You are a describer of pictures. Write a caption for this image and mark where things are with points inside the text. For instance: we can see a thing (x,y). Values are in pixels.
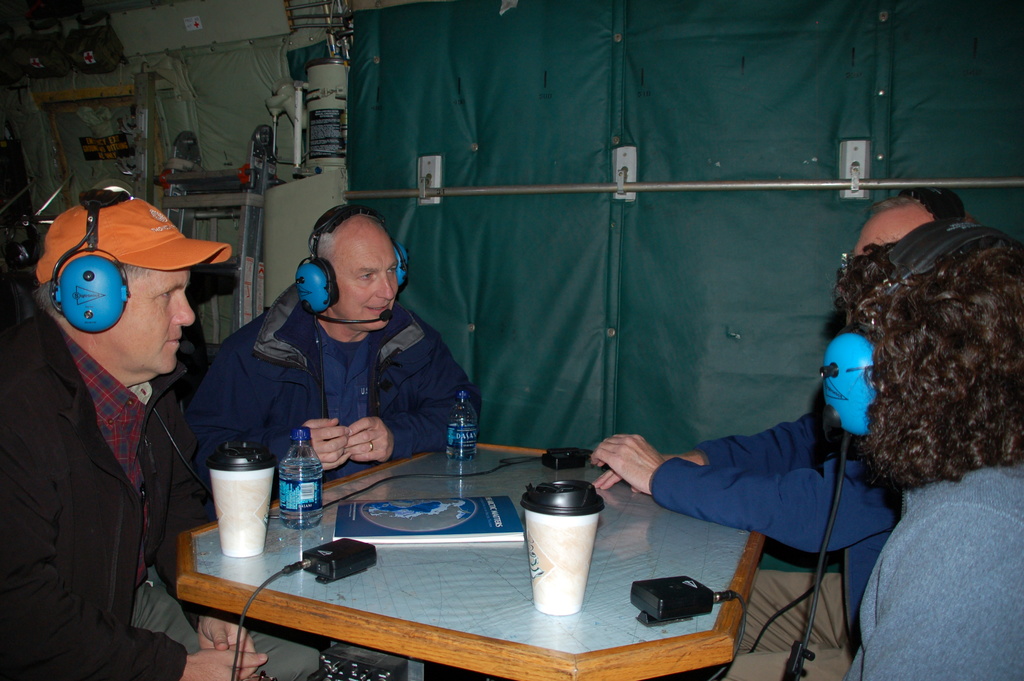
There were four people (110,478) sitting besides a table (484,609). On the table (338,491) there are two bottles (309,489), two cups (226,513), one book (402,525) and three batteries (644,623). All of them are wearing headsets (855,428). These three persons (126,358) are staring at this person (758,503). In the background (367,70), there is a green blanket (636,271), one ladder (266,187) and two first aid kits (105,55).
